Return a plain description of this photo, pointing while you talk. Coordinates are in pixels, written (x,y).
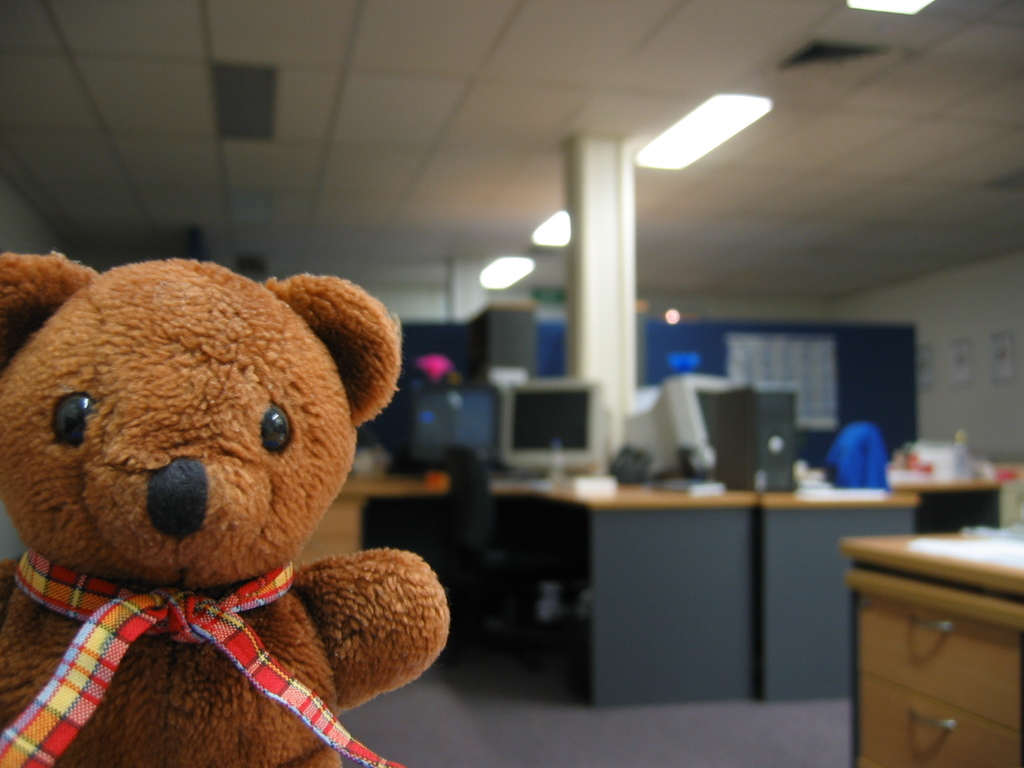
On the left side of the image (147,285) we can see teddy bear (130,637). On the right side of the image (768,493) we can see objects (995,546) on the desk (950,565). In the background of the image (546,500) it is blurry and we can see monitors (426,436) and objects (608,487) on tables (684,632). At the top of the image (588,86) we can see ceiling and lights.
